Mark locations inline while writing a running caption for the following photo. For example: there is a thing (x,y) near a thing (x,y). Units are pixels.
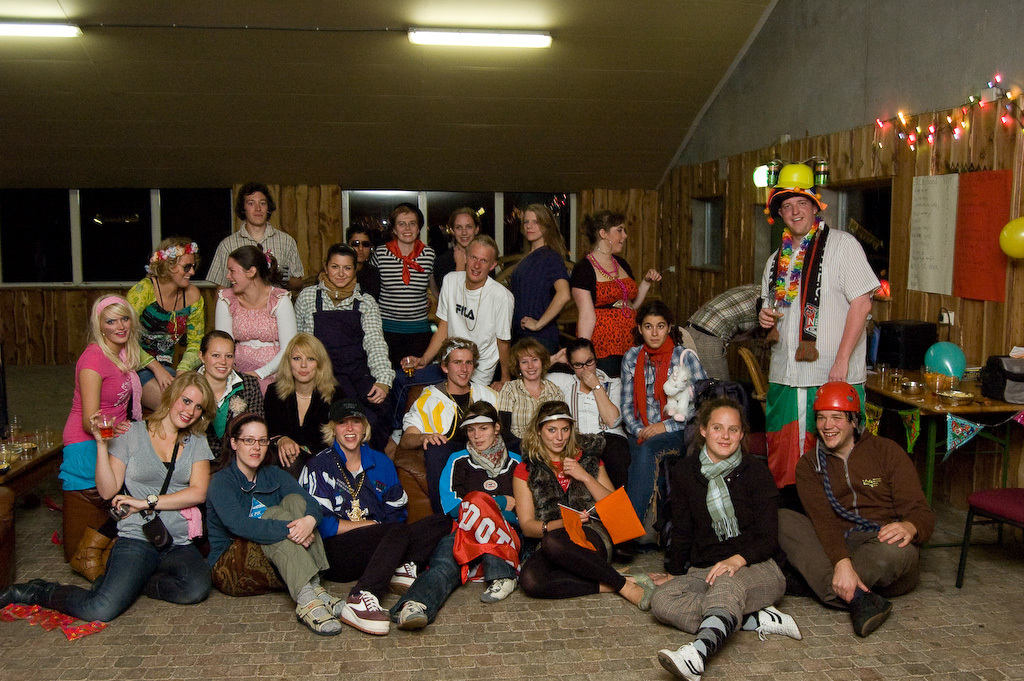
In this picture there are group of people (795,296) in the center of the image (578,315) and there are tables (948,403) on the right (930,442) and left side of the image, there are windows (5,239) in the background area of the image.
